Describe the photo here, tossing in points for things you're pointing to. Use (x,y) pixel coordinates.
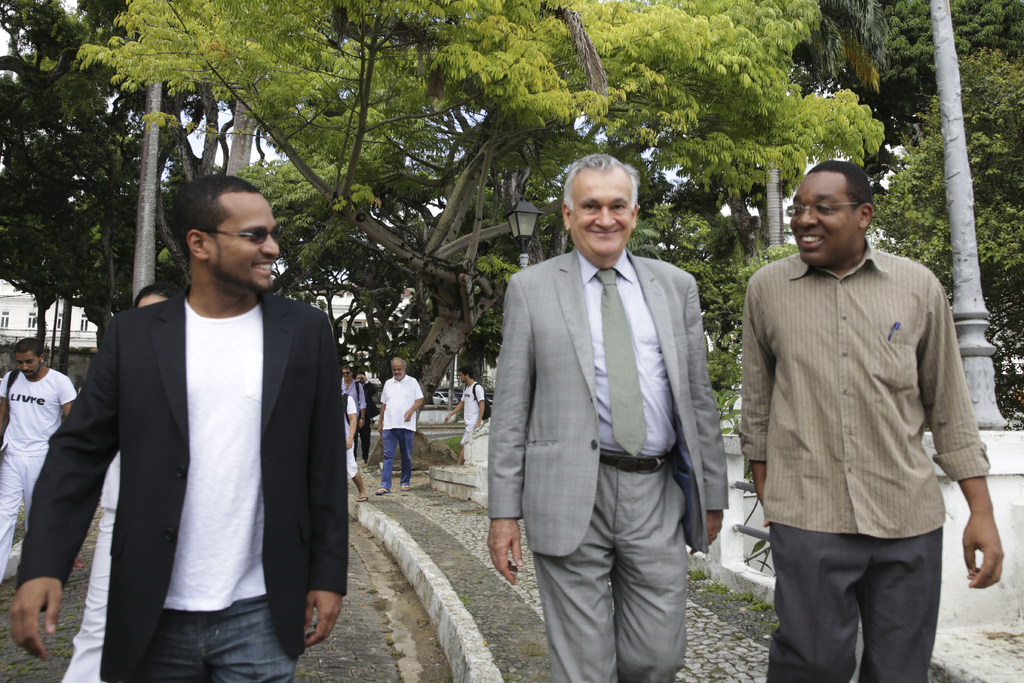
In this image we can see these people (831,366) walking and smiling. In the background (86,620), we can see a few more people (36,452) walking, trees (919,20), poles (53,332), building (10,331) and the sky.
